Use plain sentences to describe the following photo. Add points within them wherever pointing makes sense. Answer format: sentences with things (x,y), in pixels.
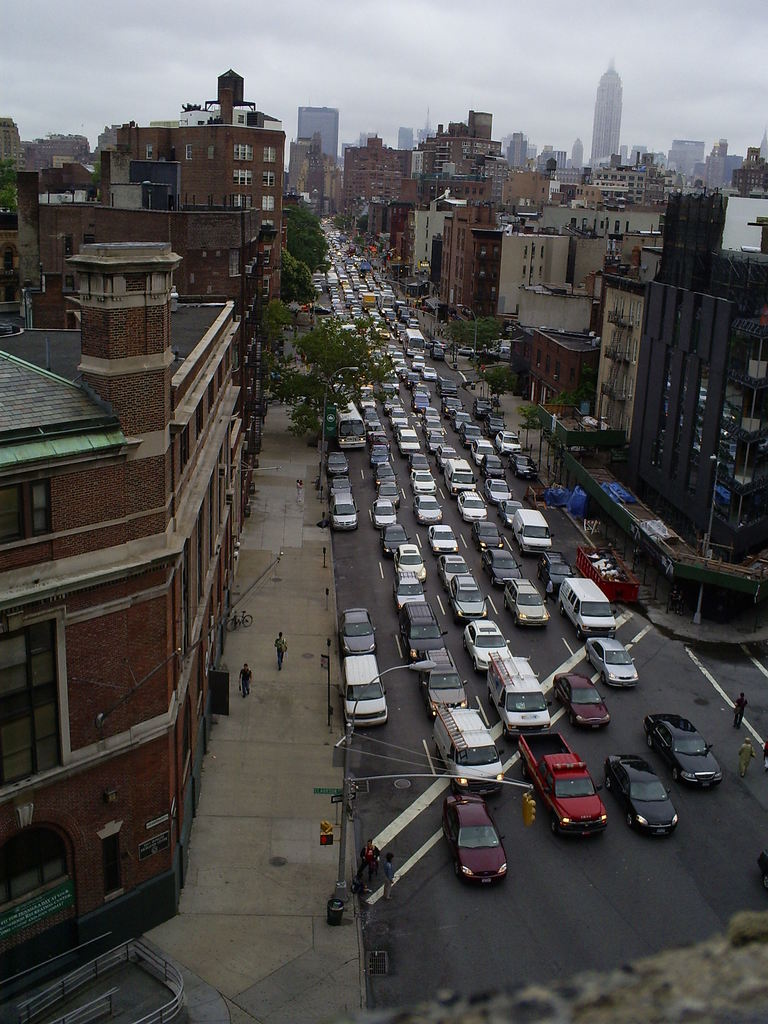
In this image I can see the road (630,847), number of vehicles (603,638) on the road (557,898), few persons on the sidewalk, few poles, few trees (319,246) and few buildings (265,301) on both sides of the road (707,844). In the background (544,256) I can see few buildings (588,281) and the sky (603,15).
